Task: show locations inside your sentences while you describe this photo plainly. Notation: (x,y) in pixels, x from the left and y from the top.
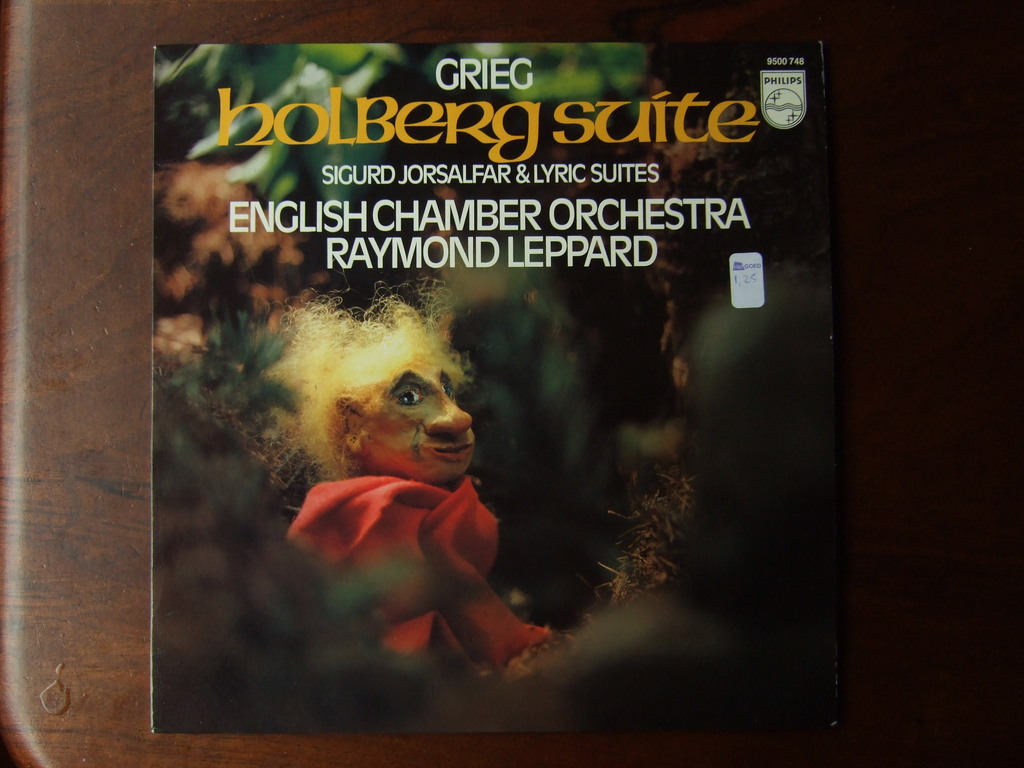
In this image we can see a poster (446,398) with text (459,182) and image (388,446) on it, it is on the wooden table (88,640).
